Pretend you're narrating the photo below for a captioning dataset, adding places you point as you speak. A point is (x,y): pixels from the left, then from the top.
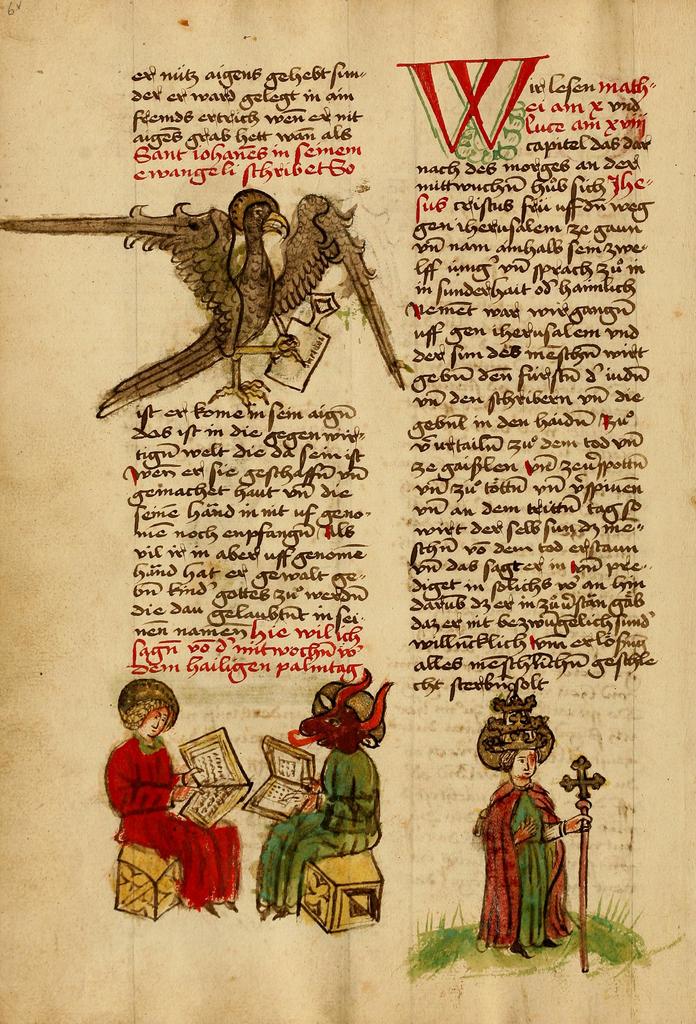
In this image there is a page (54,350), in that page (308,614) there is some text (430,598) and four images (299,780).
